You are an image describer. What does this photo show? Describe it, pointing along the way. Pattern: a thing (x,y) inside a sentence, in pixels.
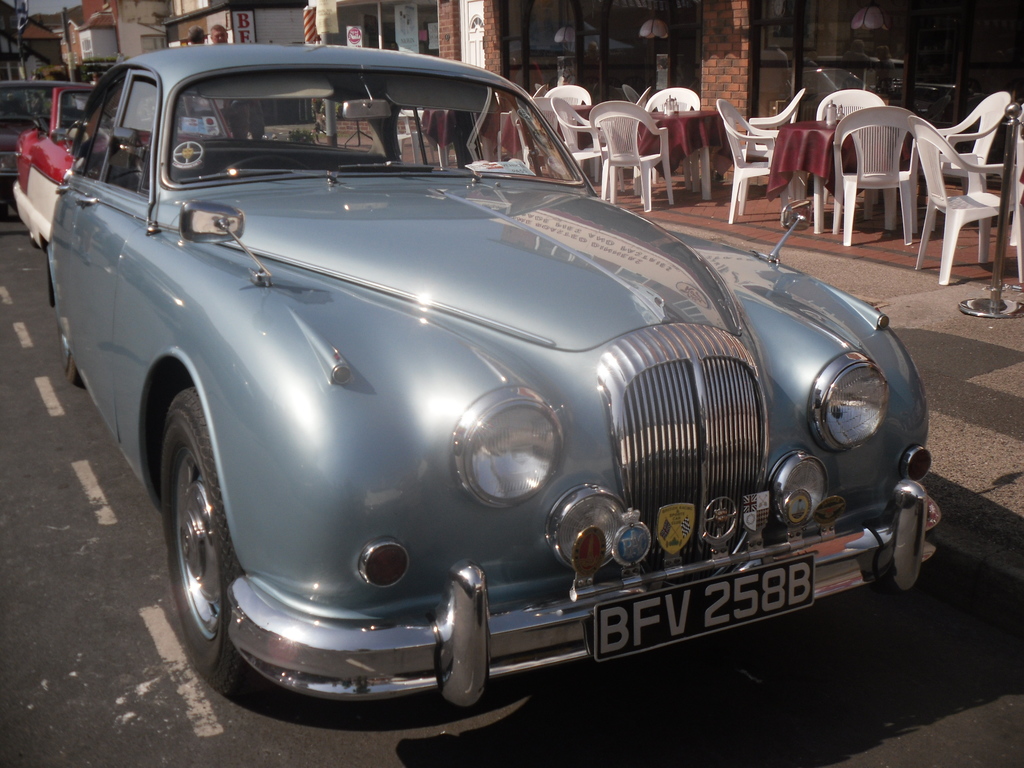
In this picture there is a car (526,403). There are chairs (943,138) and a table (810,176). At the background (112,53) there is a building (126,35). There is a person (223,39) standing.
